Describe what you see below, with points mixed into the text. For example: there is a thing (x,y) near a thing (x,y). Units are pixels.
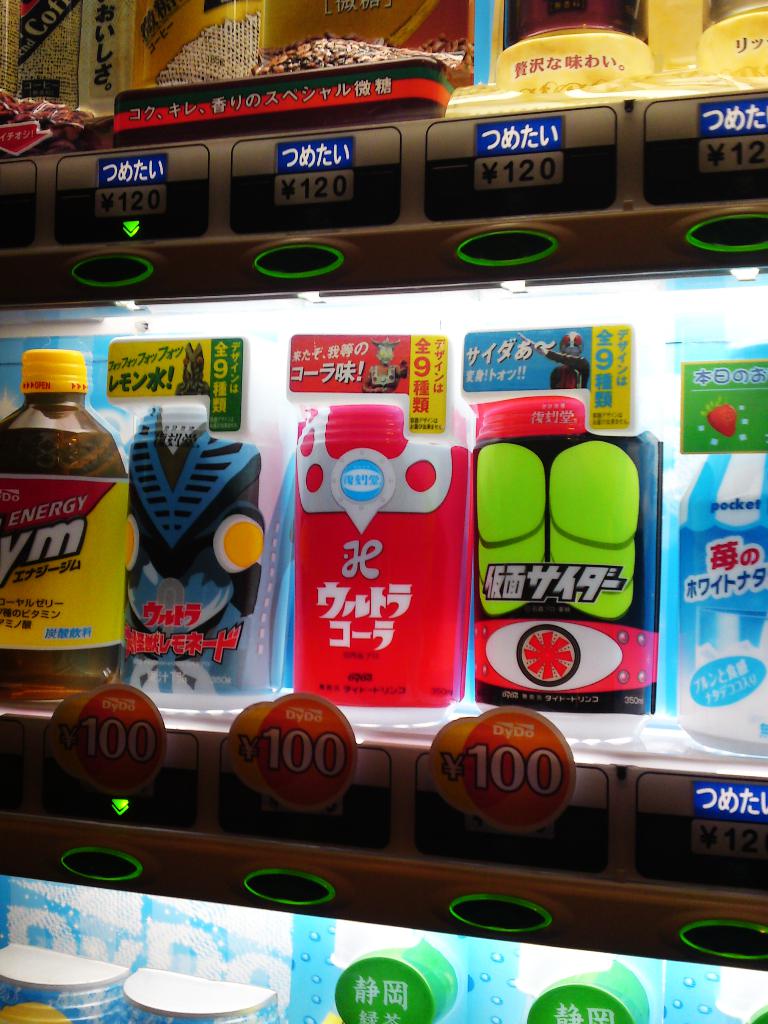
In the picture we can see a vending machine racks (7,289) with some items (565,442) and price tags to the racks (461,840) and lights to the racks (92,864) focused on the items (49,1021).
